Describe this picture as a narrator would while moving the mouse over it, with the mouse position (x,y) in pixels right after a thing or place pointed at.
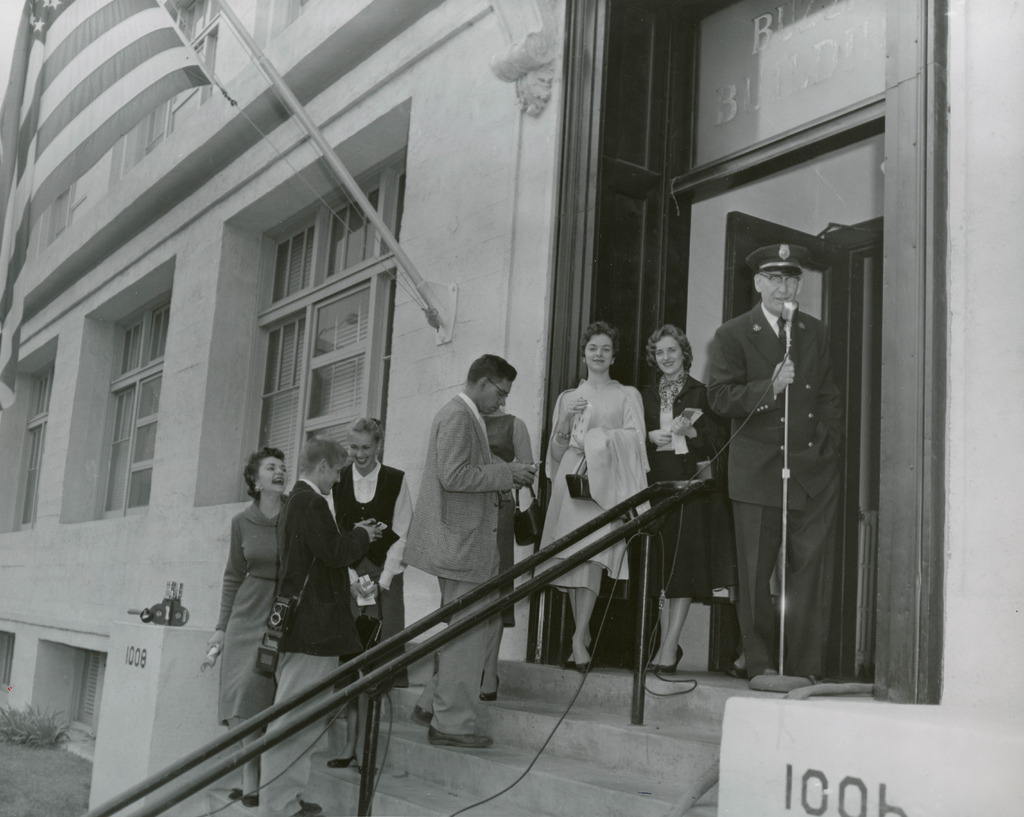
In this picture we can see some people (561,423) are standing on stairs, a man (747,468) on the right side (756,455) is holding a microphone (787,372), in the background (435,250) there is a building (323,62), we can see windows (328,359) of the building (169,353), at the left bottom (28,723) there is a plant (41,719), it is a black and white image.
